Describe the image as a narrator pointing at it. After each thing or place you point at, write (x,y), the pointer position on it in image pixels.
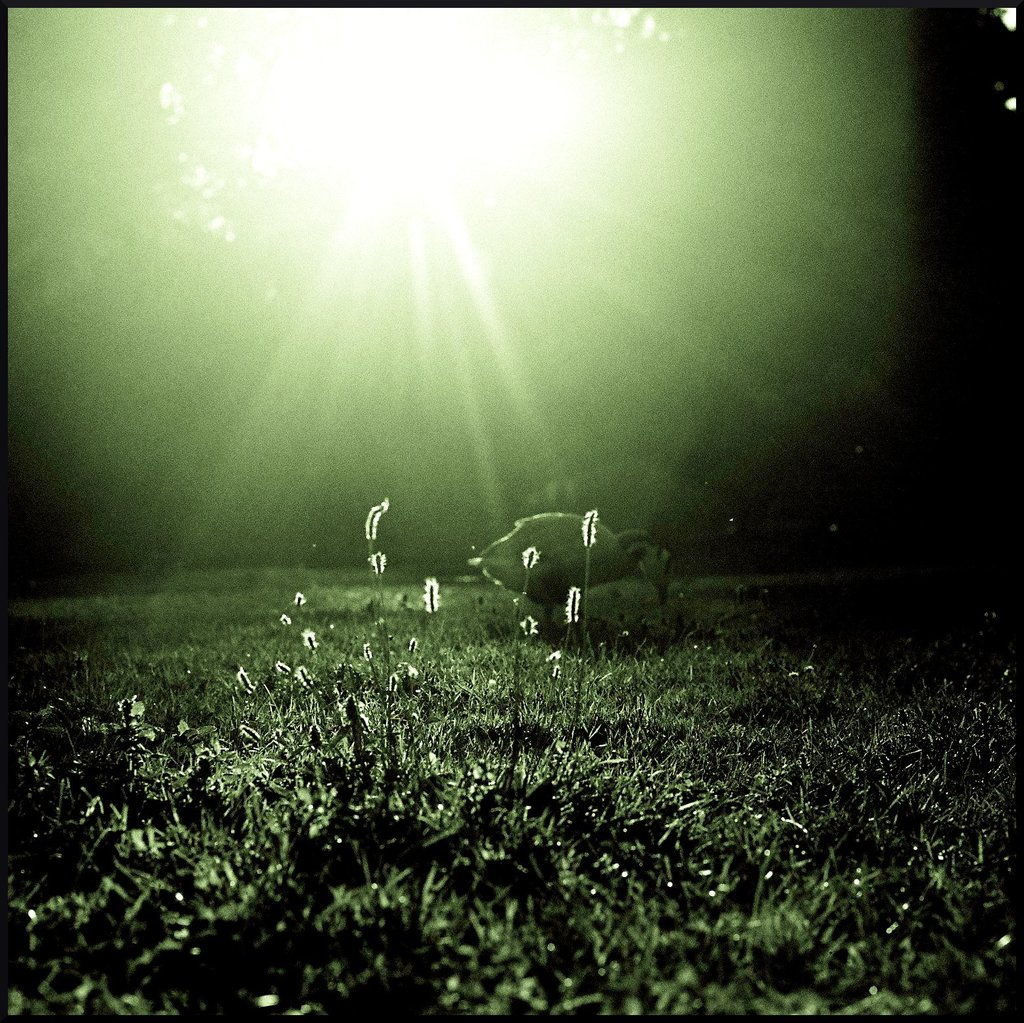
In this image there is grass (564,775). We can see sunlight (481,237) and the image has black borders (1022,187) on four sides.
